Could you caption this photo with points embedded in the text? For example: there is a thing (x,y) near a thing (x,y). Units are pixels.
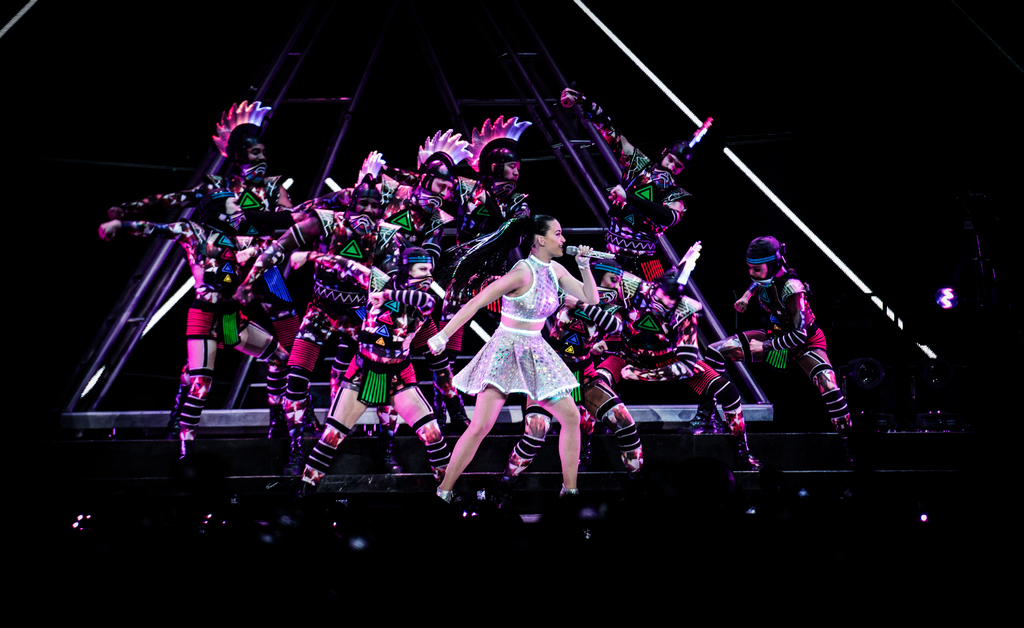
In this given picture, I can see a group of people (767,252) dancing and the women (552,234) who is standing in front (546,257) is holding a mike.
